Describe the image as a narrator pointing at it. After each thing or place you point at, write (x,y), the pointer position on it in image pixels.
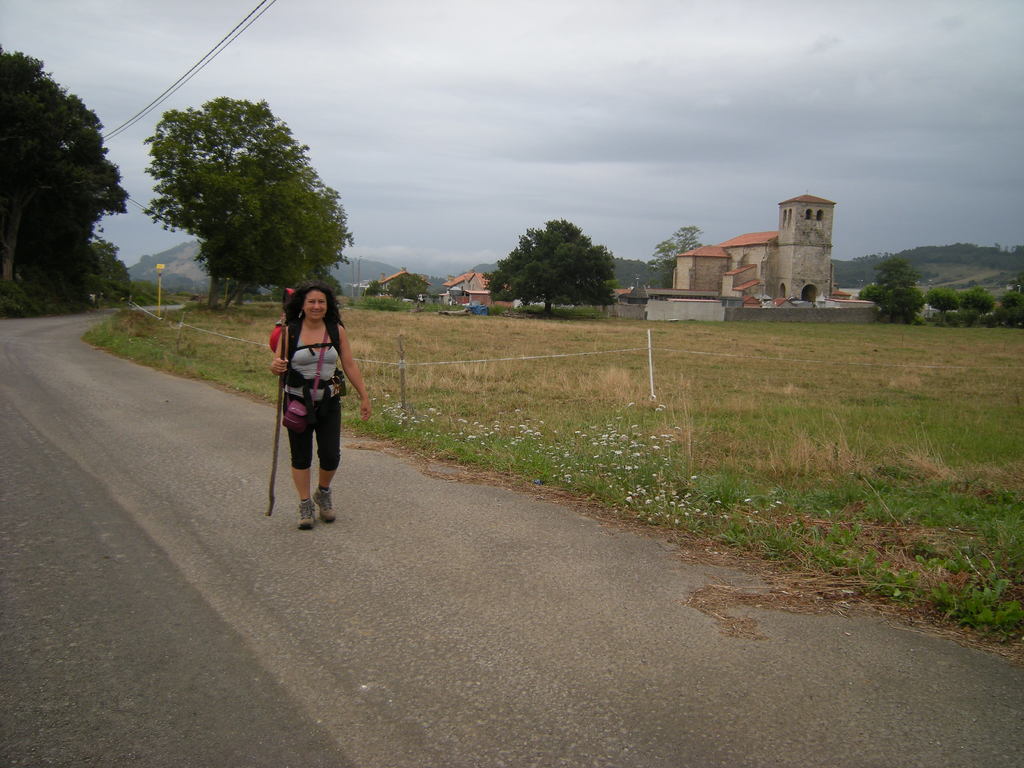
In the image there is a lady (308,362) with grey t-shirt (308,377), black short (305,455) and holding the stick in her hand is walking on the road (260,443). Beside her there is a ground (480,335) with grass (502,417), flowers (506,423) and poles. In the background (275,250) there are trees (543,269) and buildings (812,262) with walls (708,278), windows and roof (714,293). At the top of the image (906,248) there is a sky (705,173) with clouds (305,96) and wires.
